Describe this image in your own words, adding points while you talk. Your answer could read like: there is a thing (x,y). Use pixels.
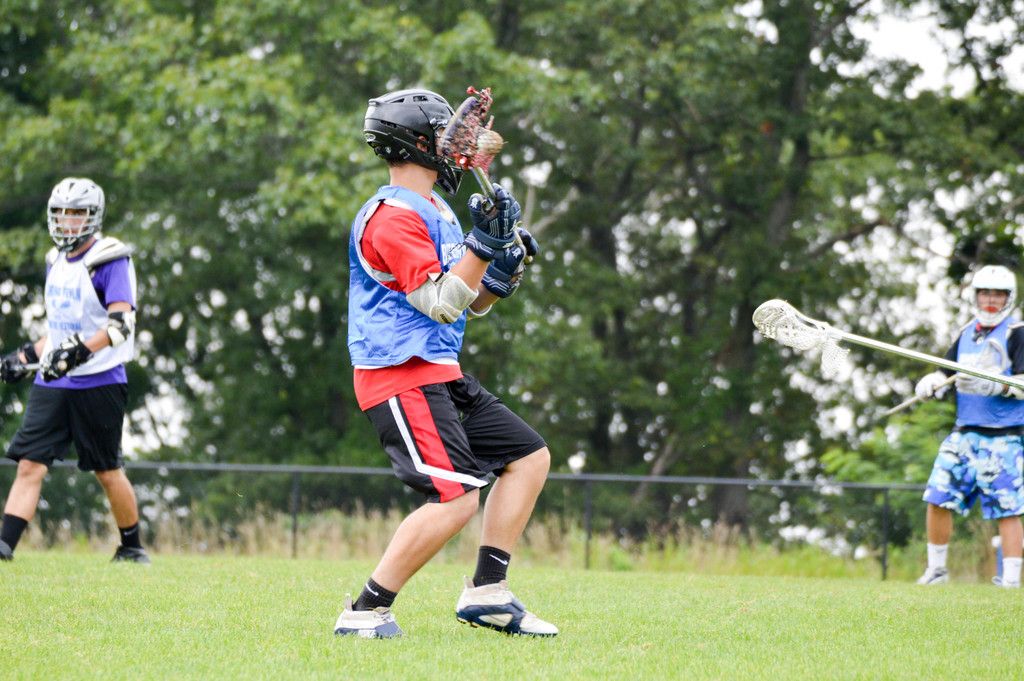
In the background (472,67) we can see the trees (560,420), railing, plants (716,522) and green grass (799,638). In this picture we can see people (421,284) wearing helmets (1013,289), gloves (505,285) and they are holding sticks (834,343) in their hands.
